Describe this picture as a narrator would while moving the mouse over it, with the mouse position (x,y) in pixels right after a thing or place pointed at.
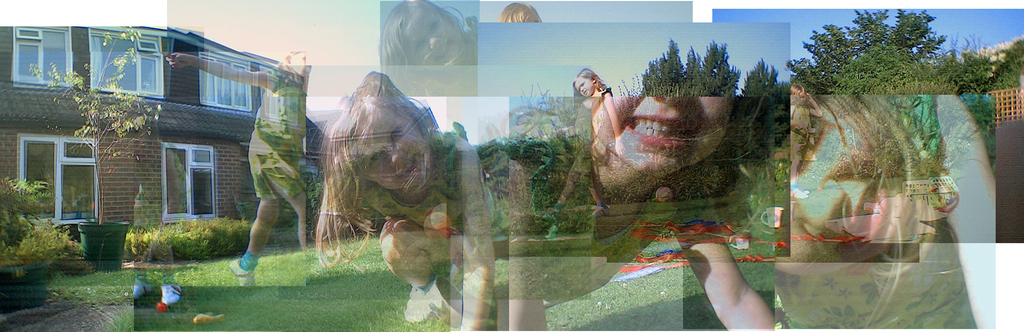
In this picture, it seems like a collage, there are plants (502,214), a house (309,149), trees (683,88) and the sky (523,94) in the background (511,147).
